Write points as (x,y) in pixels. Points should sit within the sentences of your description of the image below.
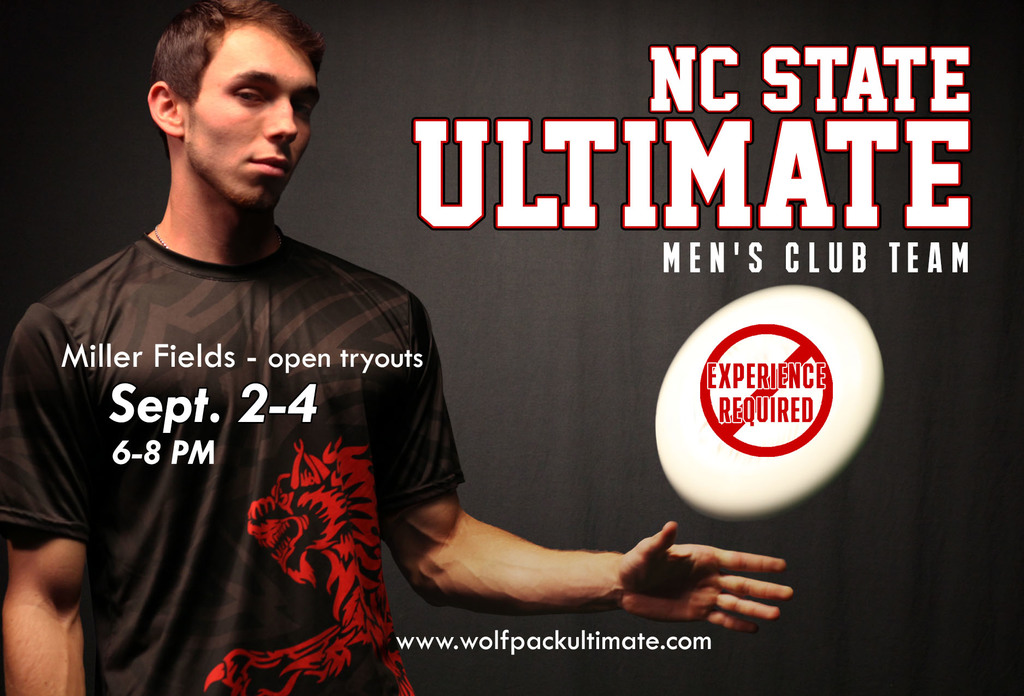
In this picture we can see a man (185,301) on the left side of the image (199,375) and we can find some text (781,373).
